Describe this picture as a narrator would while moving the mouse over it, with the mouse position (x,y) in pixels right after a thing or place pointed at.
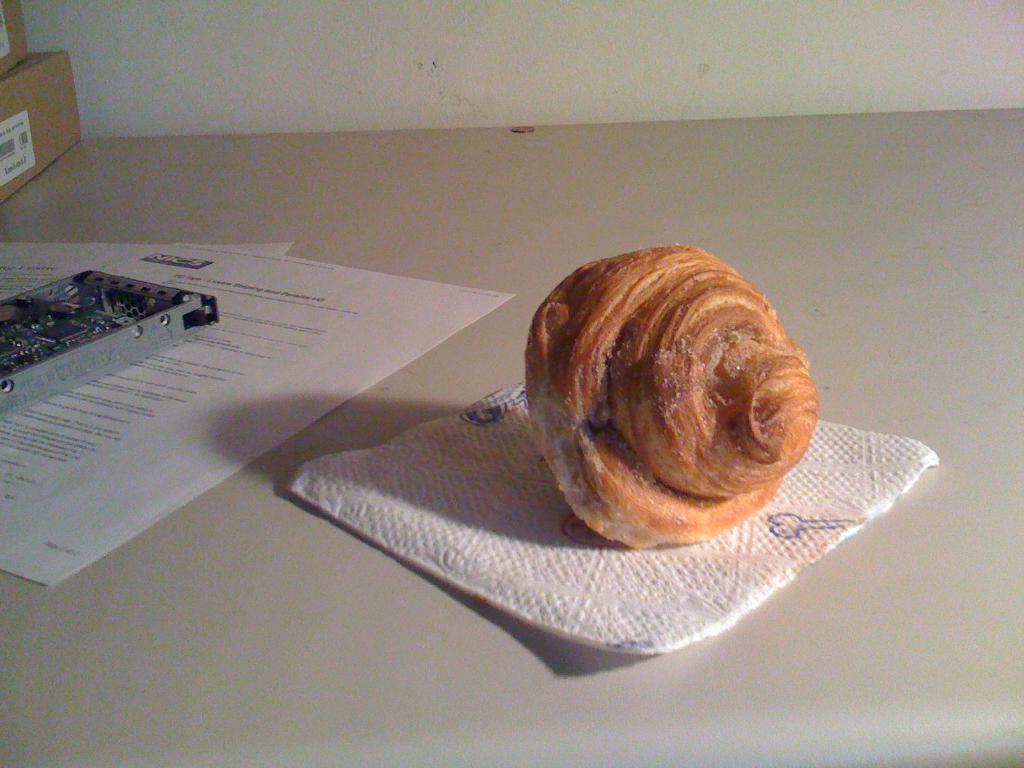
Here I can see a table (274,671) on which a food item (632,320), some papers (229,399), two card boxes (46,126) and a metal object (76,335) are placed. At the top (484,76) there is a wall (395,57).
